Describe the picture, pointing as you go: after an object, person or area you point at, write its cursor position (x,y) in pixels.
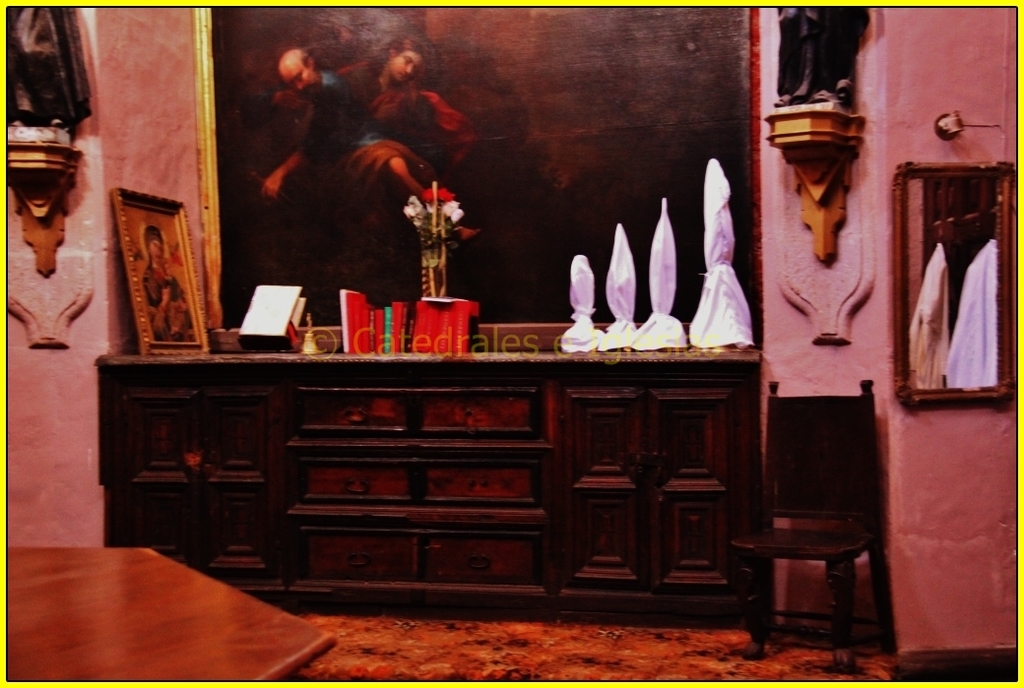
The image is inside the room (599,633). In the image on left side (130,584) there is a table (118,594), in middle (669,348) there is another table (591,522) and a chair (768,510) on table (613,536) we can see books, cloth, flower pot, flowers (418,204), frame (181,263), painting (547,131) and right side (948,344) there is a mirror (959,305) and a wall (958,152) which is in pink color.
